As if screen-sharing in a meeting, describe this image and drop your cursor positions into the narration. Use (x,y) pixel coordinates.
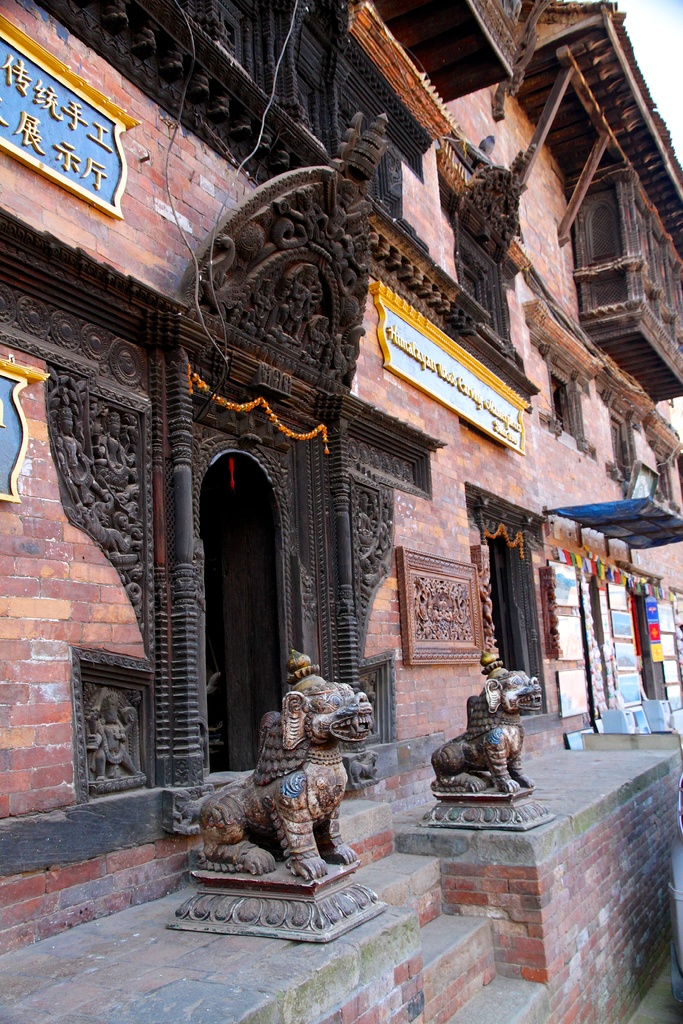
In this image I can see the building (140,379) with many boards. In-front of the building (129,782) I can see the statues (226,816) of animals (277,805). In the background (646,46) I can see the sky (663,8).
